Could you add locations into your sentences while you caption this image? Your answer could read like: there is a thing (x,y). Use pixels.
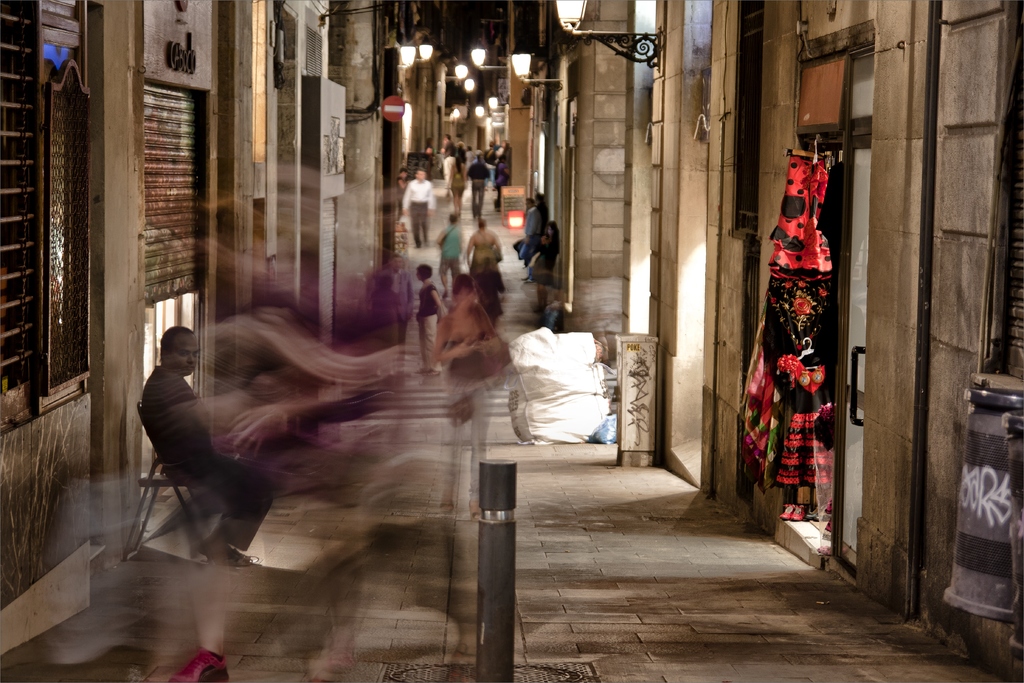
In this picture we can see some persons (280,317) standing on the road (595,586). Here we can see a man (235,498) who is sitting on the chair (174,502). These are the buildings (598,187) and there are lights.
